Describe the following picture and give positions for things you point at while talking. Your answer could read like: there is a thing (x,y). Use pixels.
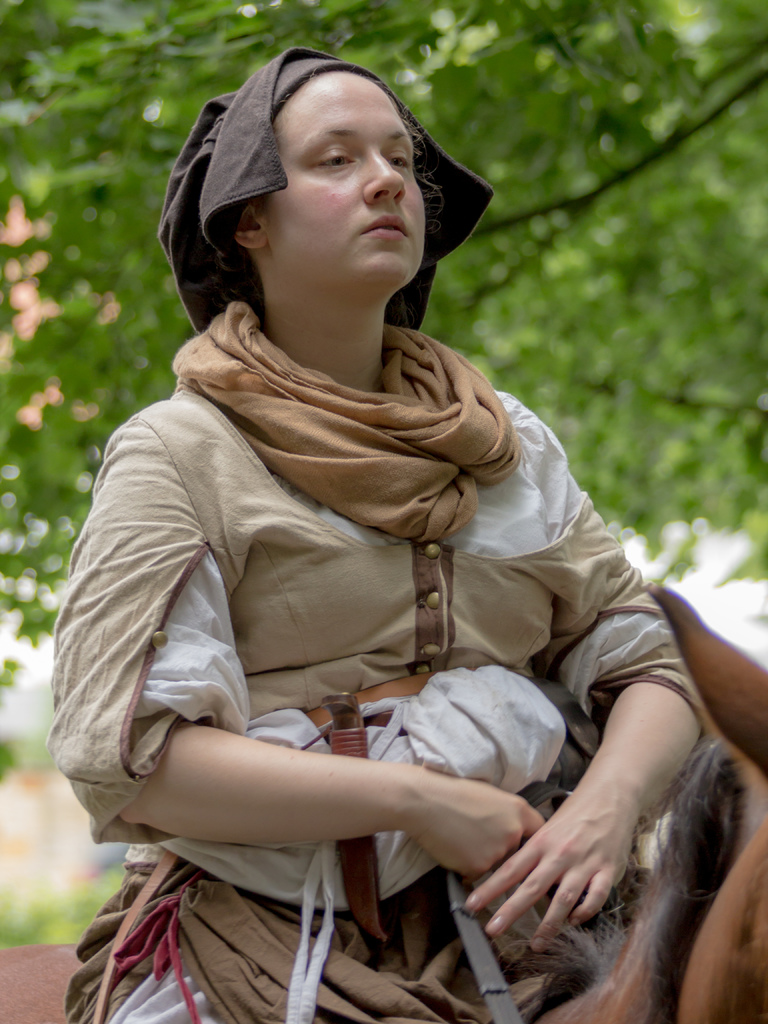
In the image we can see a woman (315,617) wearing clothes (414,751) and the woman (302,808) is sitting on the horse (699,949). Behind her we can even see a tree (624,197) and the background (644,193) is blurred.
